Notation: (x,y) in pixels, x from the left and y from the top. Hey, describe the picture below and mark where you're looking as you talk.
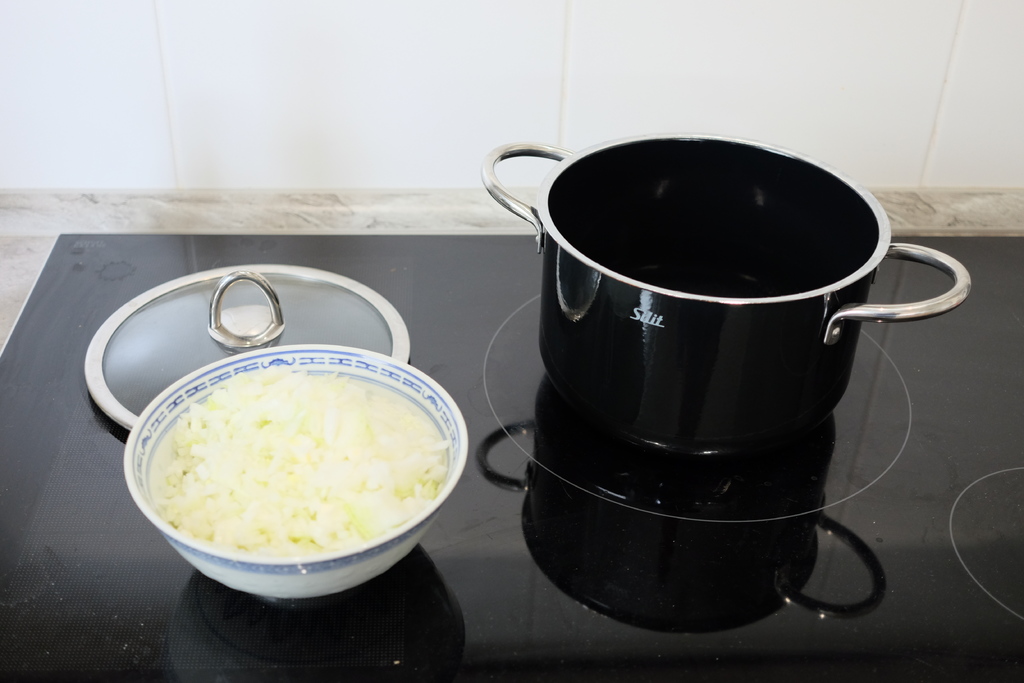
In this image I can see the induction stove (625,594) which is black in color and on it I can see a black colored utensil (725,366) and a white colored bowl (334,576) and in the bowl (319,577) I can see some food item (293,440) which is cream in color. In the background (312,135) I can see the white colored wall (328,83).
